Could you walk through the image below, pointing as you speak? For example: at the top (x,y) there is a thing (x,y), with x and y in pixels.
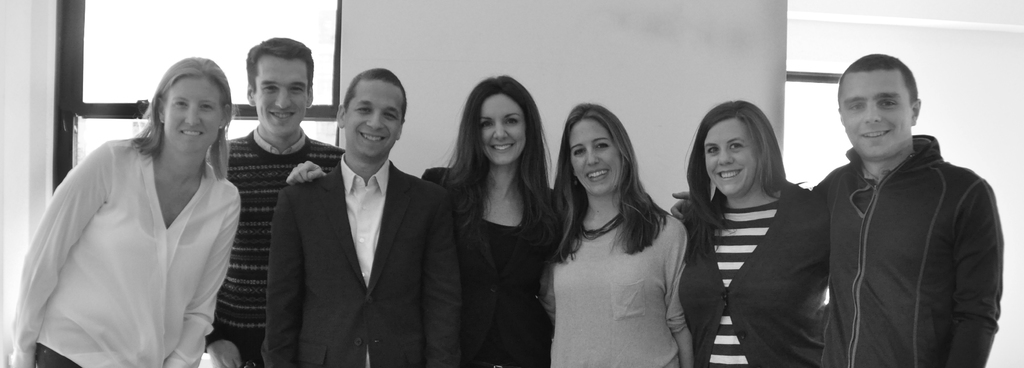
This is a black and white image where we can see a group of persons (449,221) standing in the middle of this image (635,141), and there is a wall (533,86) in the background (754,81). There is a window glass (129,96) on the left side of this image (123,94).
